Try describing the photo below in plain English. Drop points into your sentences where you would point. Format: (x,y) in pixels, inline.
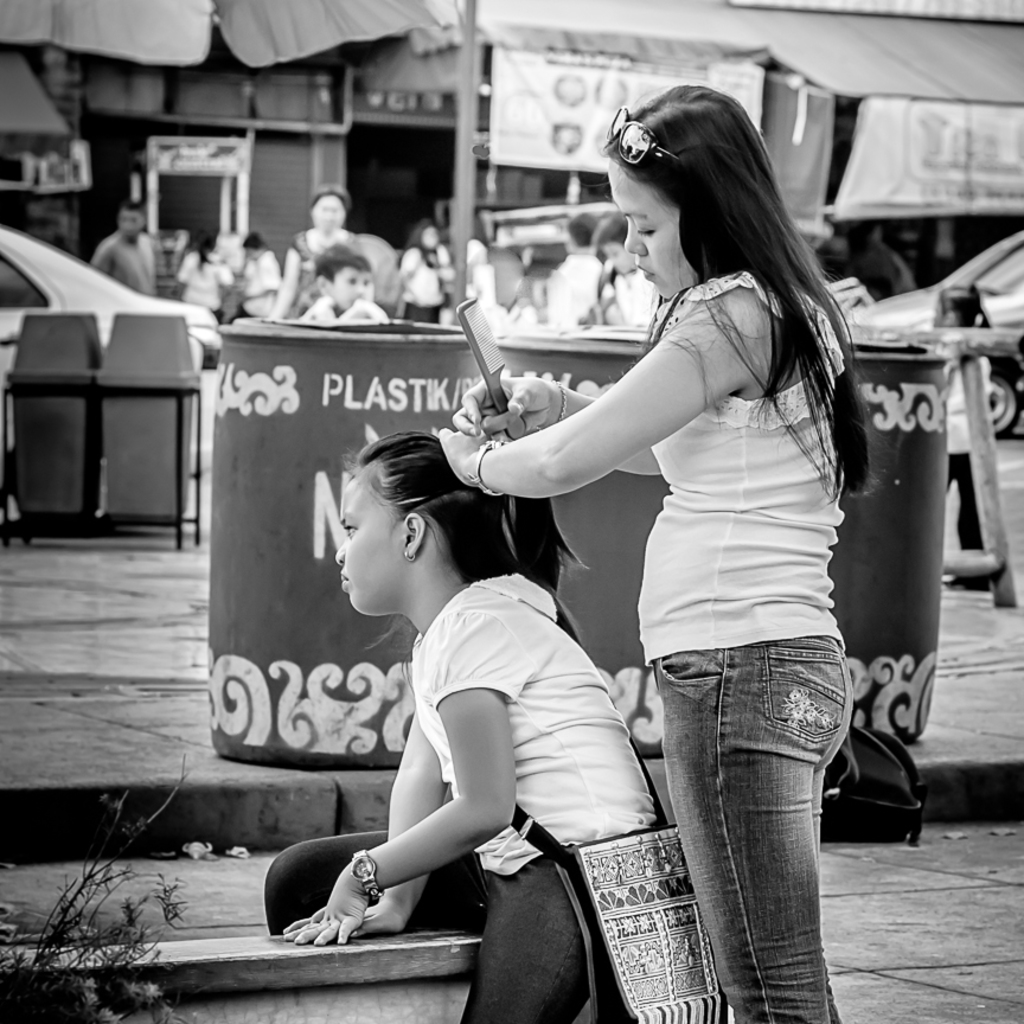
In the image we can see two women (520,552), one is standing and the other one is sitting, they are wearing clothes (657,642) and a wrist watch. This is a goggle (637,150), comb (467,299) and a handbag (627,909). This is a footpath (165,739), trash bin (152,407), plant (105,936), vehicle (43,275), pole (457,223), banner (547,95) and the background (529,115) are blurred.
